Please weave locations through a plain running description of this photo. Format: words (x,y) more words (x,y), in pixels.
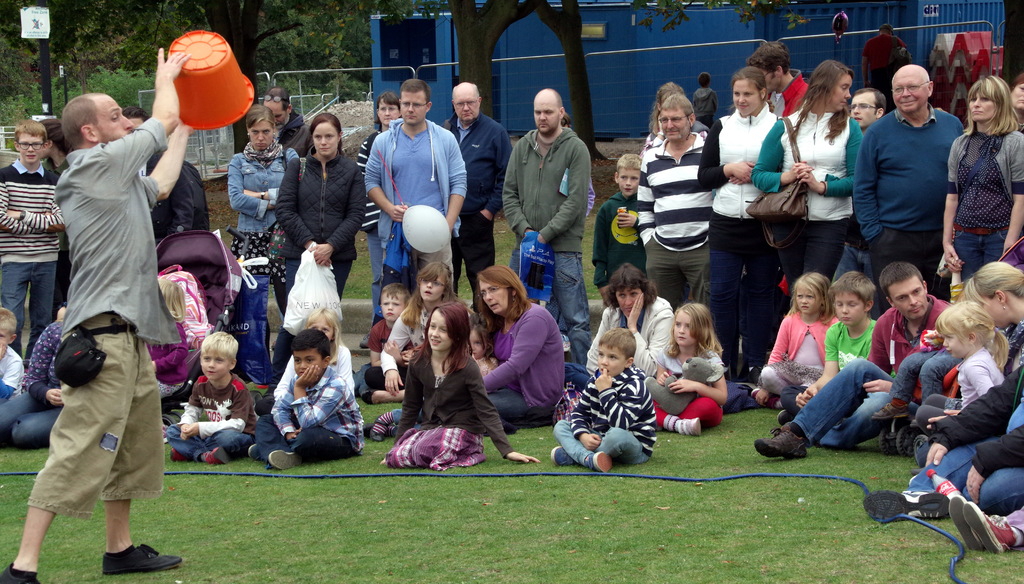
In the image on the ground (641,546) there is grass (504,466), pipe (662,476) and also there are few people (795,306) sitting on it. Behind them there are few people (998,201) standing. On the left side of the image (137,146) there is a man (143,367) standing and holding an orange color bucket (216,81) in his hand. In the background (365,54) there are trees (368,51), railings (725,43) and blue containers (406,30). And also there is a man (875,60) and there are few red and white color objects (942,59).
